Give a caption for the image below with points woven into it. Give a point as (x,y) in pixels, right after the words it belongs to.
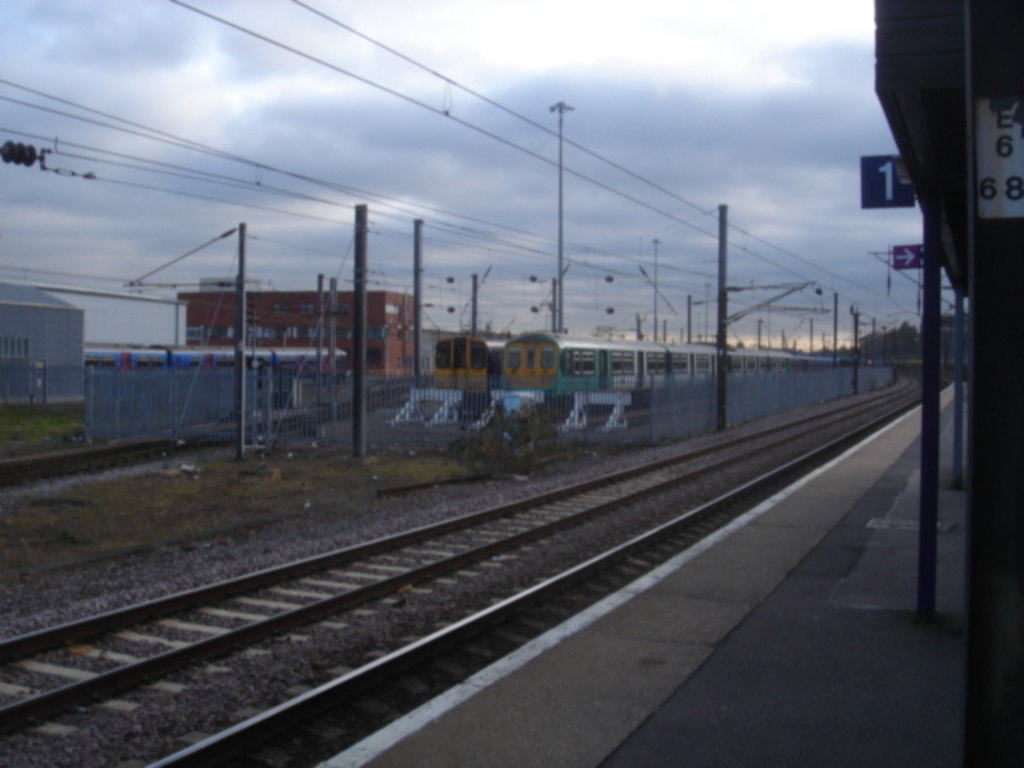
In this picture there is a view of the railway station (405,575). In the front (301,581) there is a railway track (185,672) and two trains (582,371) are parked. In the background (383,304) we can see a brown color building (285,340) and some electric poles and cables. On the right side (973,587) there is a railway shed (1011,468) with blue color boards (900,203).
